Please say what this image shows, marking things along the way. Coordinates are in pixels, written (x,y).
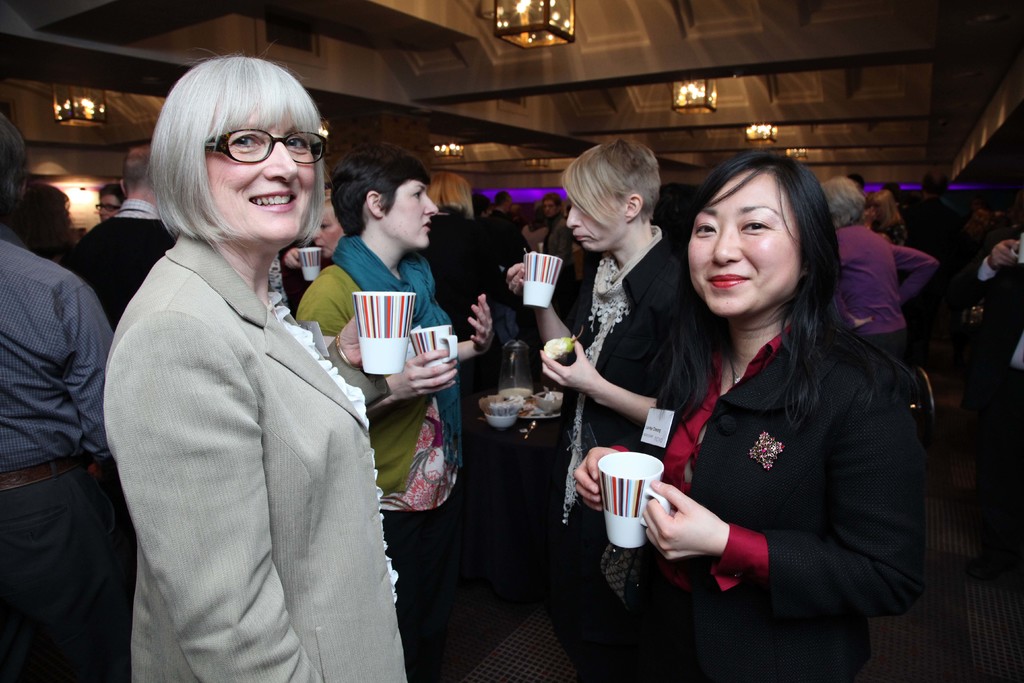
In this picture there are group of people (687,454) standing and holding the cups (644,470). At the back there are bowls (548,398) and there is a jug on the table (517,451). At the top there are lights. At the bottom (959,576) there is a mat (990,598).
